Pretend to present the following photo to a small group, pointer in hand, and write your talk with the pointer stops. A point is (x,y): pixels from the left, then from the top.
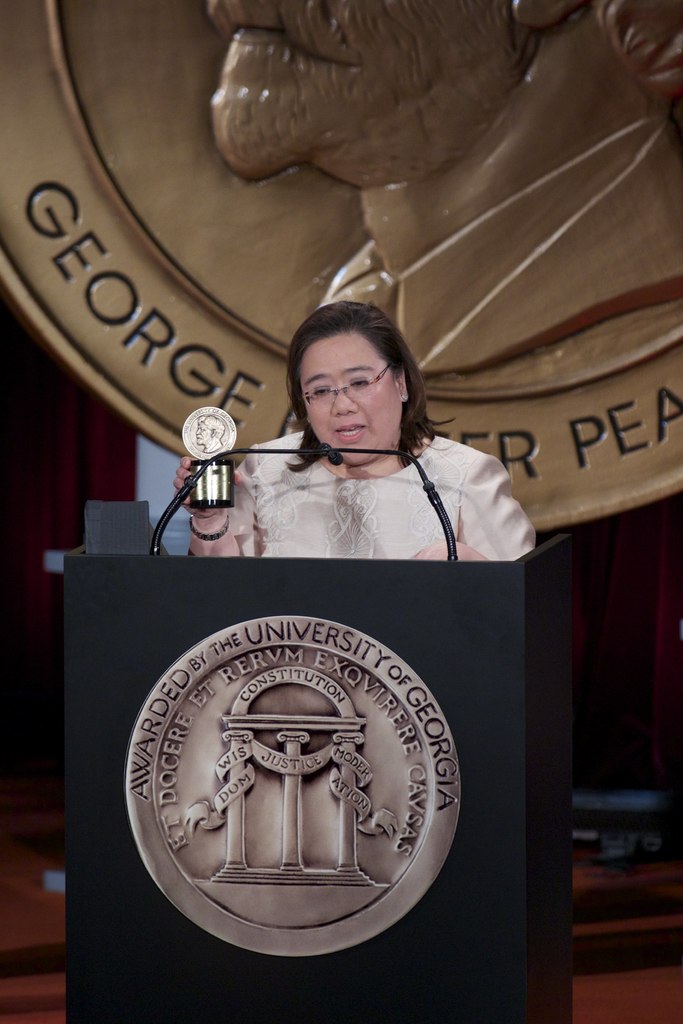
In this picture I can see a woman (327,502) standing at a podium (211,585) and speaking with the help of microphones (187,495) and she is holding a Memento (233,483) in her hand (239,475) and i can see a coin shape (508,254) on the background (659,172) and a logo (178,795) on the podium (506,880).
